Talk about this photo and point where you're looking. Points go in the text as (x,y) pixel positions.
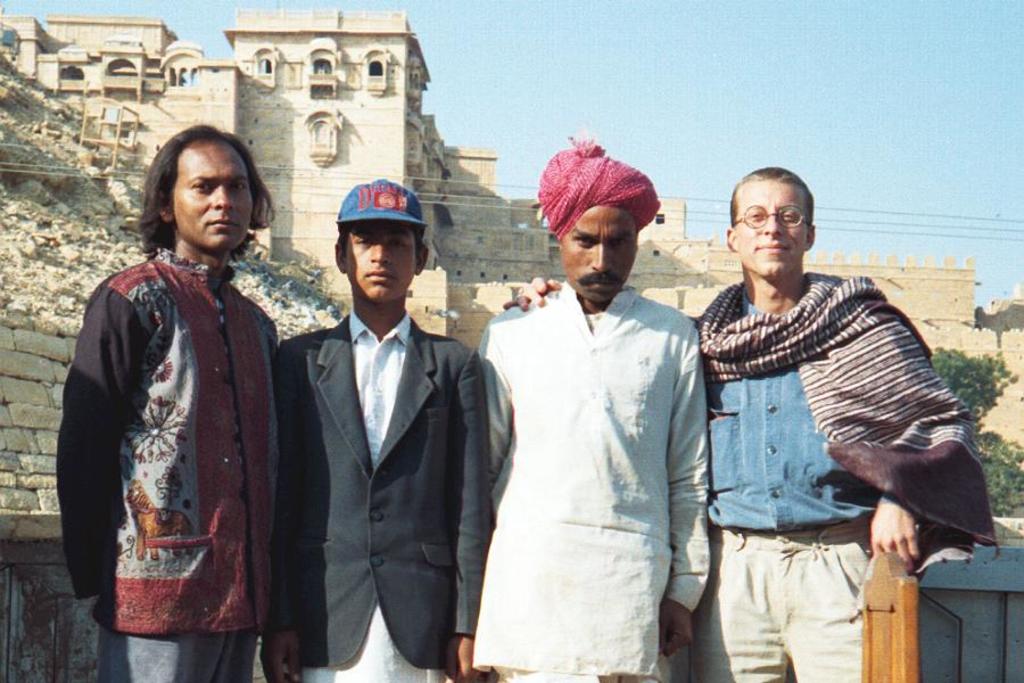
In the image in the center (524,422) we can see four people (431,358) were standing and one of them was smiling, which we can see on his face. And we can see two persons (562,373) were wearing hat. In the background (744,145) we can see the sky (661,90), building (167,73), wall (493,191), fence (982,601), trees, stones (8,246) etc.
